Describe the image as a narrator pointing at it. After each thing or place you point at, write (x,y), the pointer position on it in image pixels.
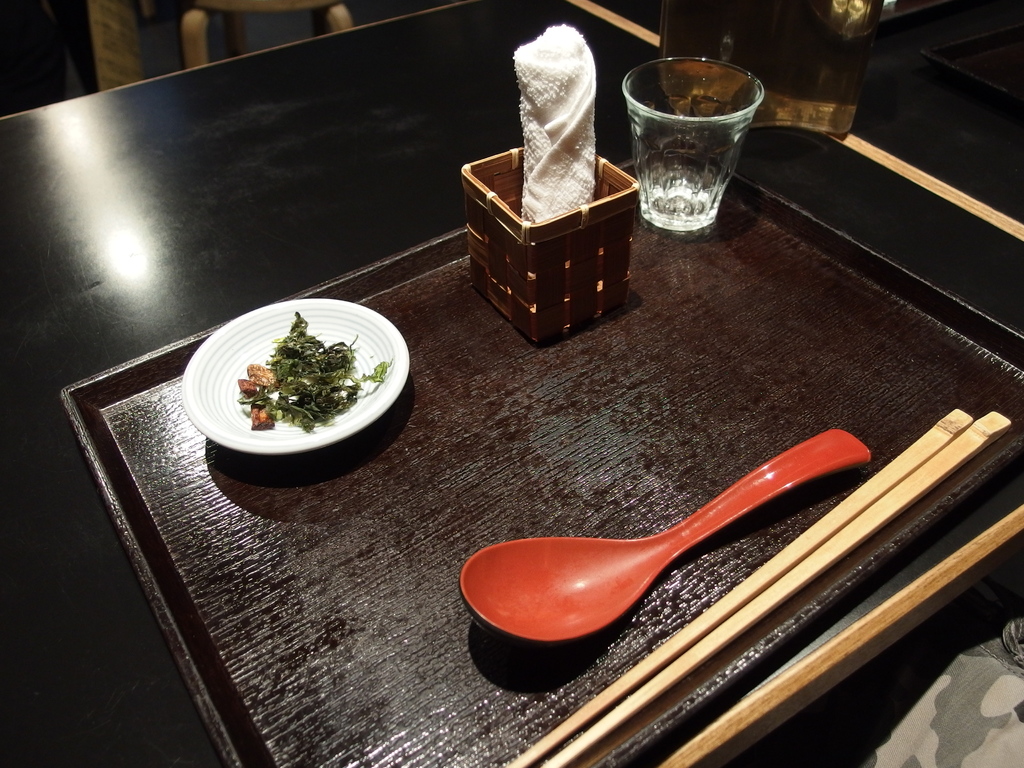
This image consists of a table (40,193). On that table (259,137) there is a tray (670,341) which consists of 2 sticks (871,495), one spoon (487,554), plate (385,353) with eatables (246,397) and there is a napkin (524,116) and glass (717,142) on the top (683,169).
